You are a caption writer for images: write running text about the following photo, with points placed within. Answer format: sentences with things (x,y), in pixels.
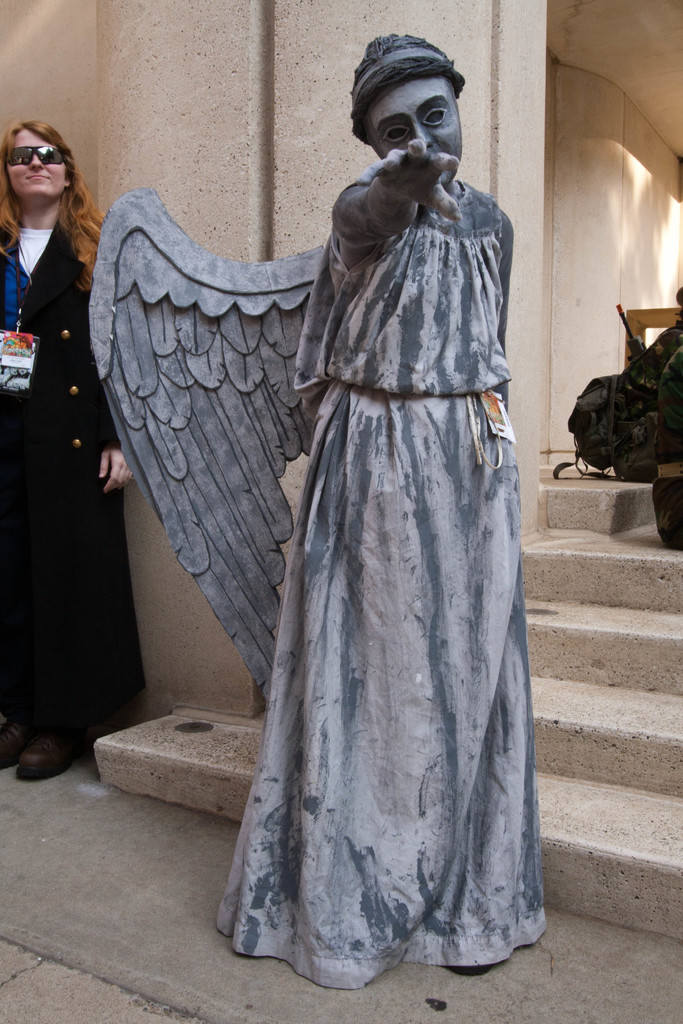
In this image I can see a person (269,649) in a costume (279,642) in the front (330,265) and behind it I can see stairs (553,680). On the left side of this image (15,208) I can see a woman (109,649) is standing and I can see she is wearing black colour coat (63,411), an ID card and black shades (48,159). On the right side of this image (580,411) I can see few things (601,388).
